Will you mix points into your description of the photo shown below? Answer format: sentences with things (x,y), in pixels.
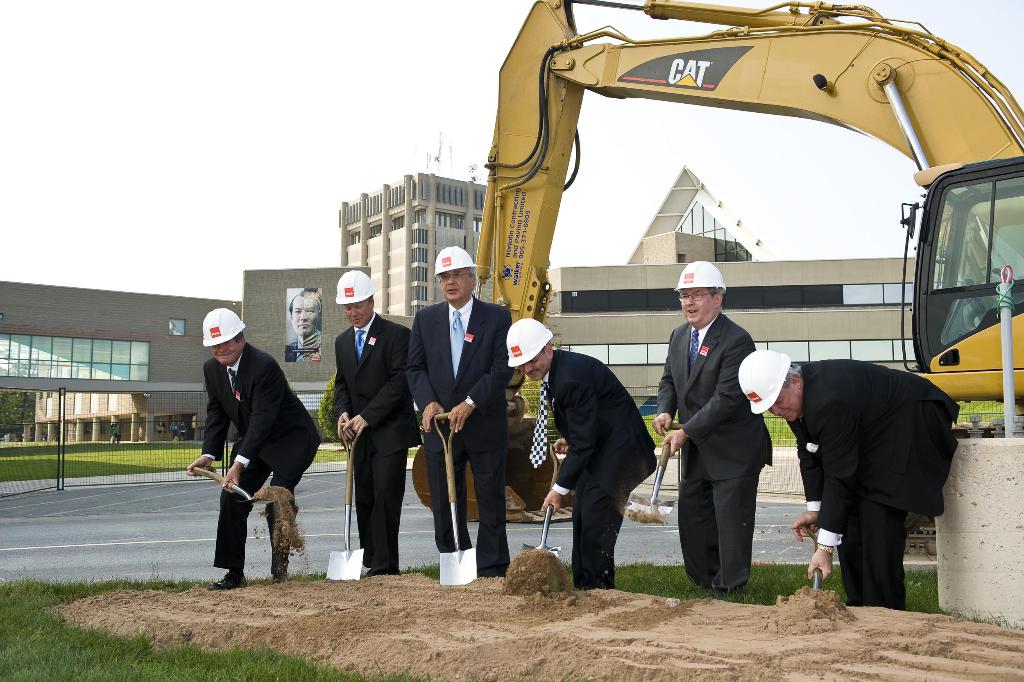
In this picture we can see a group of men (906,456) wore blazers (470,352), ties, helmets (533,334) and holding spades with their hands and standing on grass (194,660) and in the background (972,195) we can see an excavator (524,312), buildings (71,339), sky (312,63).
